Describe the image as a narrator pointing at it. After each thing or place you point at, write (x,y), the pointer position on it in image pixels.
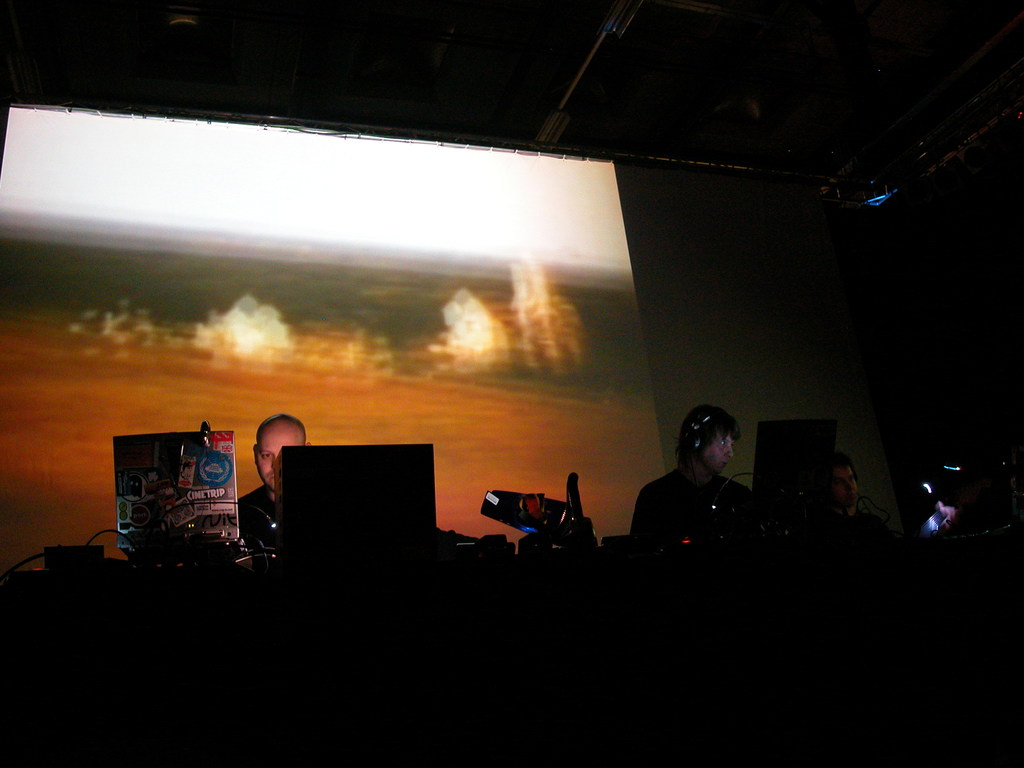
In this image I can see the group of people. In-front of these people (251,507) I can see the wires (242,541), board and many electronic gadgets (386,509). In the background (241,225) I can see the screen (273,210).
